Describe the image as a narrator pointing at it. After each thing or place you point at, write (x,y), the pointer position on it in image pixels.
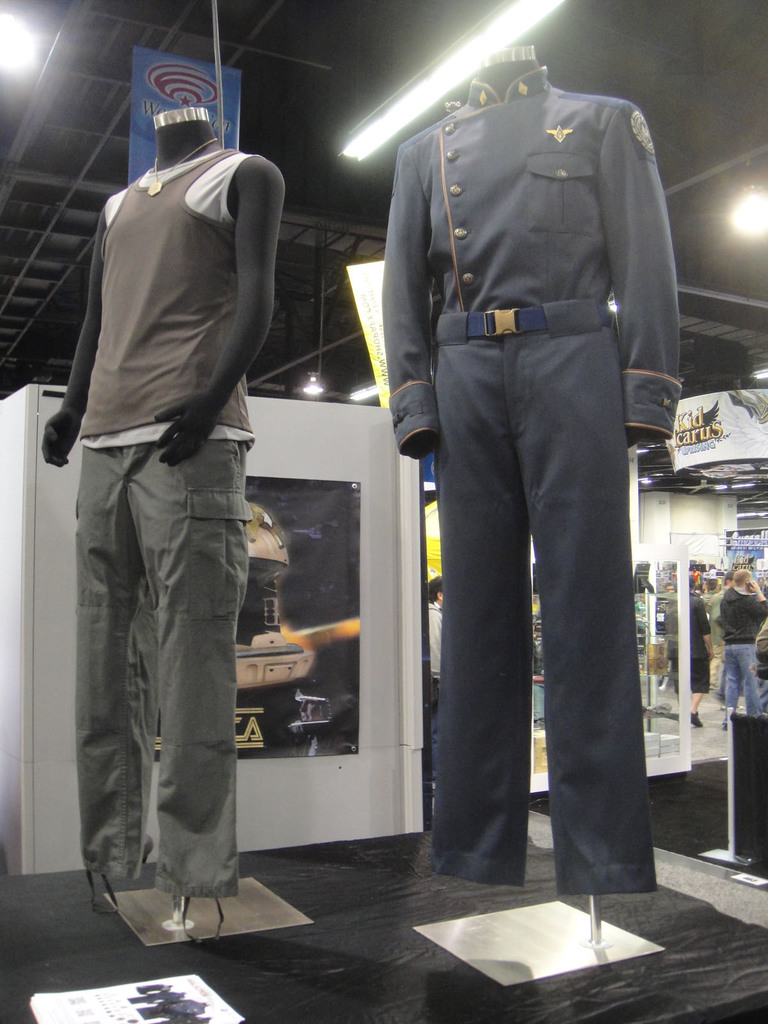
In this picture I can see the statues (119,549) and they are wearing the clothes (444,538). In the back (746,664) I can see some people (703,694) who are standing near to the wooden racks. At the top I can see the tube lights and lights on the roof (680,79).
